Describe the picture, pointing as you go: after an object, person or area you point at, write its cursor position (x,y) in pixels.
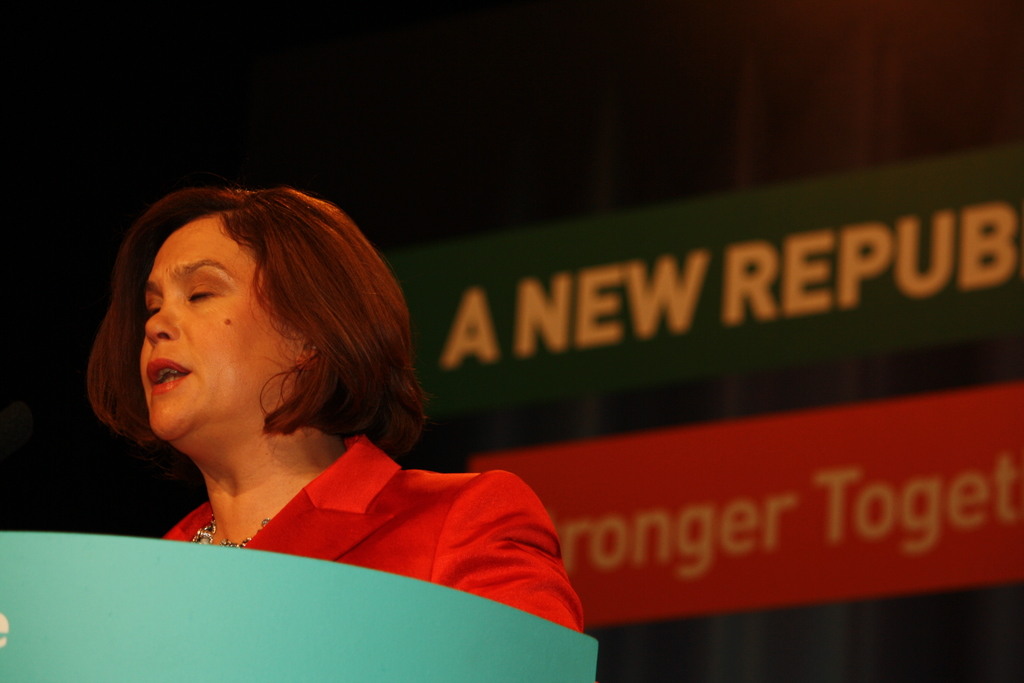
Here in this picture we can see an woman (311,390) in red colored dress (365,533) standing over a place and in front of her we can see a speech desk (64,585) present and we can see she is speaking something, behind her we can see a banner (523,461) present over there.
